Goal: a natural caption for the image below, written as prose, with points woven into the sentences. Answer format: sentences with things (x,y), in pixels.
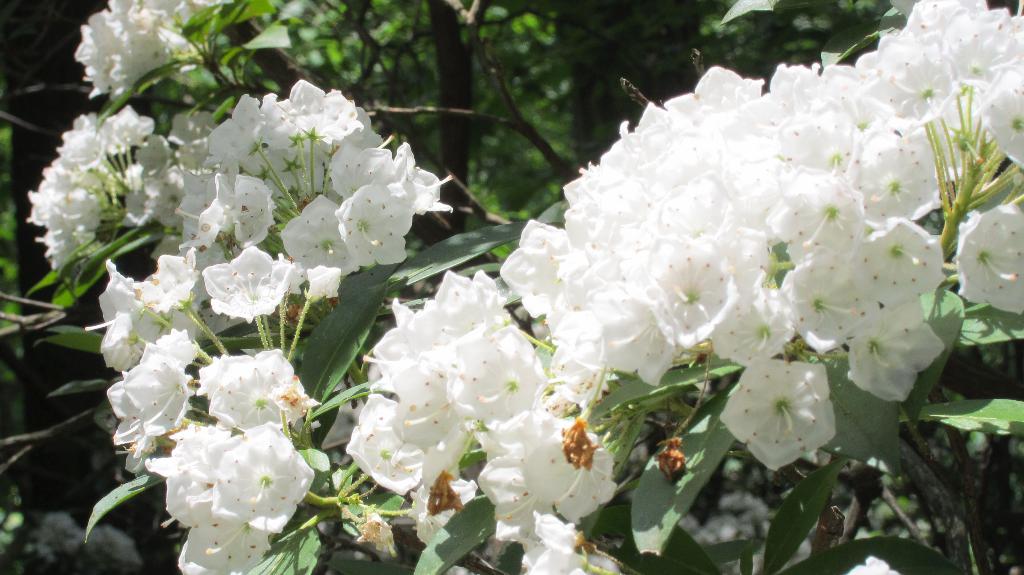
There are white mountain laurel flower plants (396,311).
